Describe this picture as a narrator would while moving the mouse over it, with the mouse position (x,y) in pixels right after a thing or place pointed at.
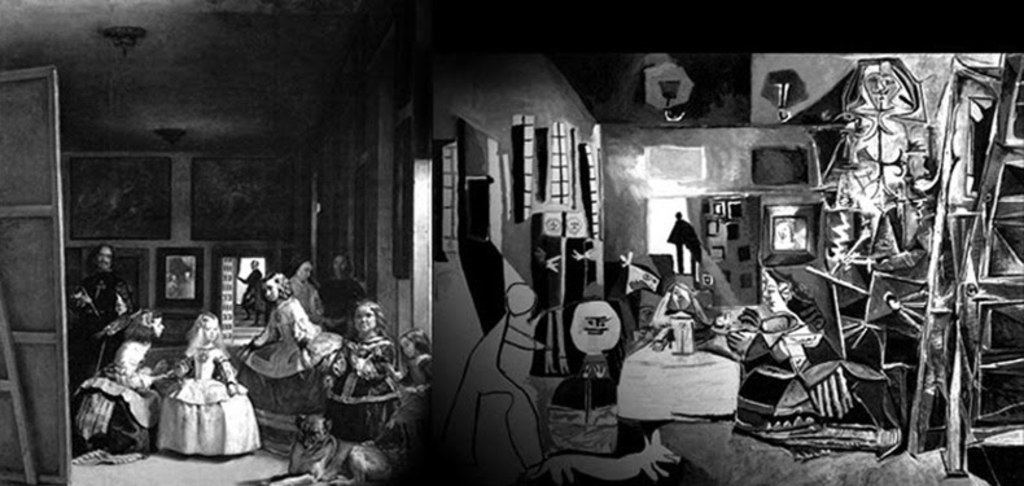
This is a white and black image. In this picture we can see a few people (606,425). There is a person (339,270) at the back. We can see a few frames (165,209) on the wall (177,213). We can see art crafts (878,63). There are wooden objects (964,84) on the right (968,390) and left side of the image (39,441).
